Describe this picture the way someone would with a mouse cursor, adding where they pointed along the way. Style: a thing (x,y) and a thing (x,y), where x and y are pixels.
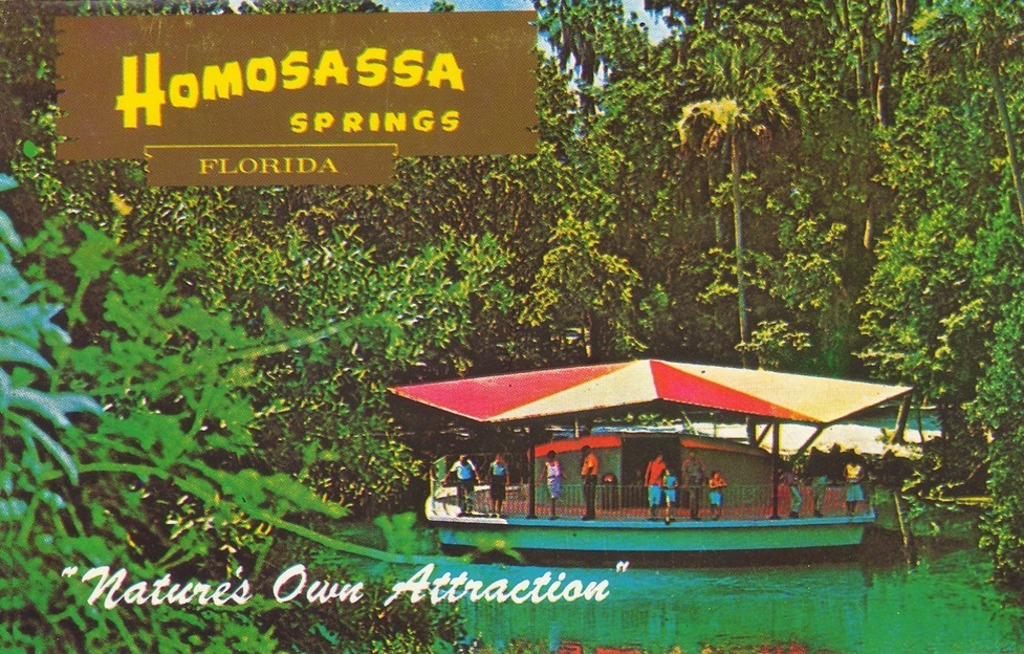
This is an edited picture. In this image there are trees (717,239) and it looks like a boat (774,542) on the water (709,606) and there are group of people (551,475) standing on the boat (629,511) behind the railing (614,498). At the top (634,10) there is sky (492,5). At the bottom (718,581) there is water (686,589). At the top left (232,65) there is text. At the bottom left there is text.
